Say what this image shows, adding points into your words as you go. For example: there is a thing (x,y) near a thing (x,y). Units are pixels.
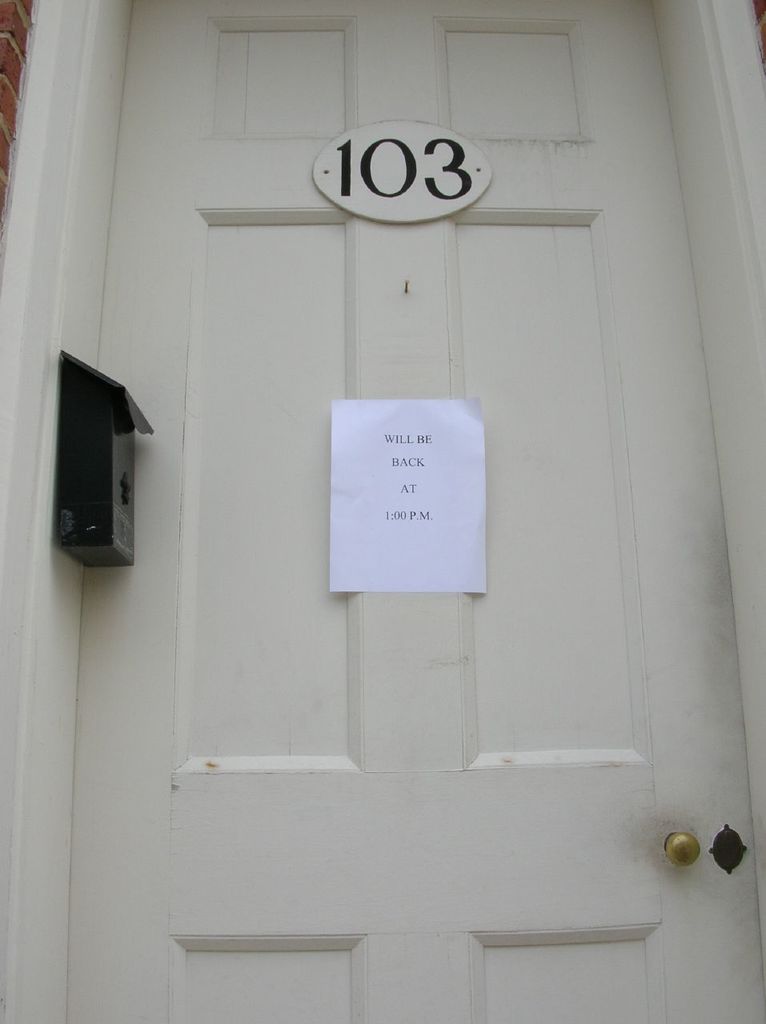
In this image there is a door (370,347) truncated, there is a paper (393,524) on the door (422,358), there is text (387,479) on the paper (398,465), there is a number (393,195) on the door (434,253), there is an object (100,421) on the wall (15,413), there is a wall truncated towards the left of the image (33,464), there is a wall (723,195) truncated towards the right of the image (730,254).
